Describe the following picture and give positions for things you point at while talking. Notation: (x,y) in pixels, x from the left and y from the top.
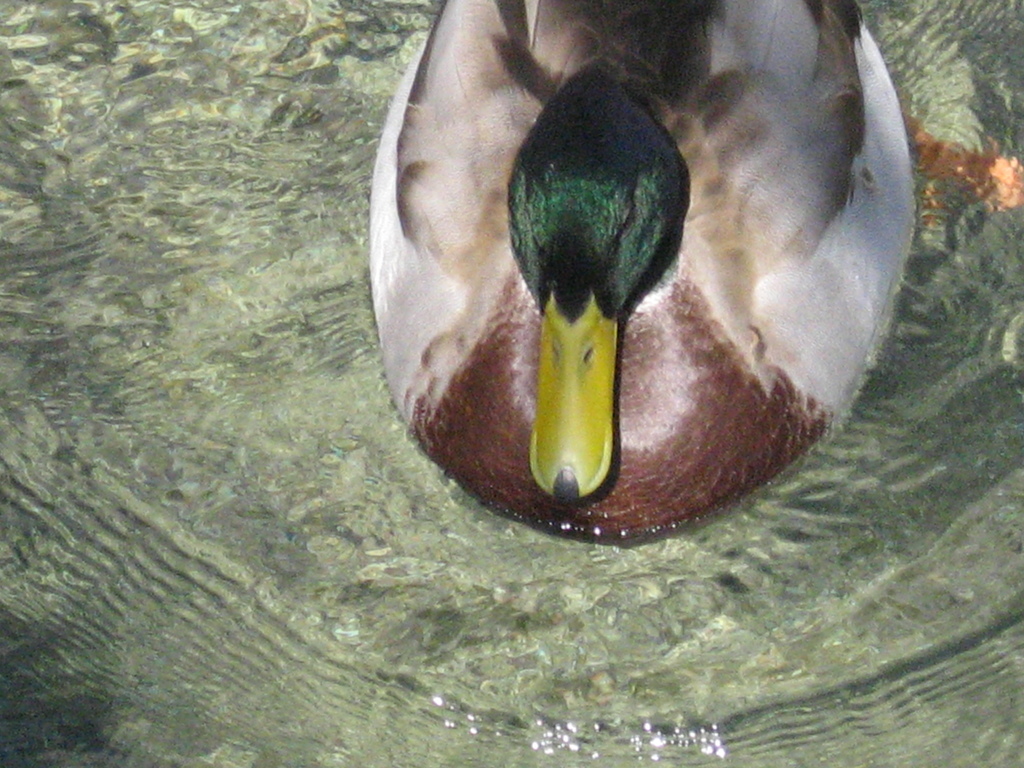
In this image there is a mallard (542,350) in the water (470,573).
